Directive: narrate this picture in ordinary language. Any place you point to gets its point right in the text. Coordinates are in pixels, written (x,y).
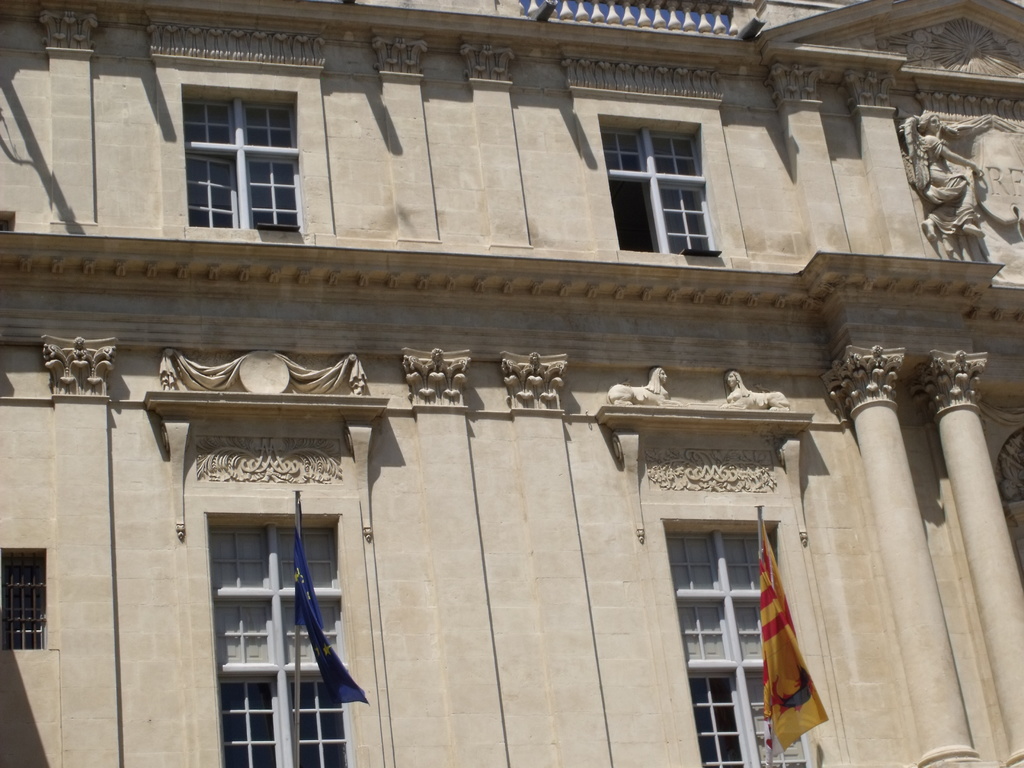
In this picture there is a building (906,311) in the center of the image (483,304), on which there are windows (672,162) and there are flags (790,643) at the bottom side of the image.
